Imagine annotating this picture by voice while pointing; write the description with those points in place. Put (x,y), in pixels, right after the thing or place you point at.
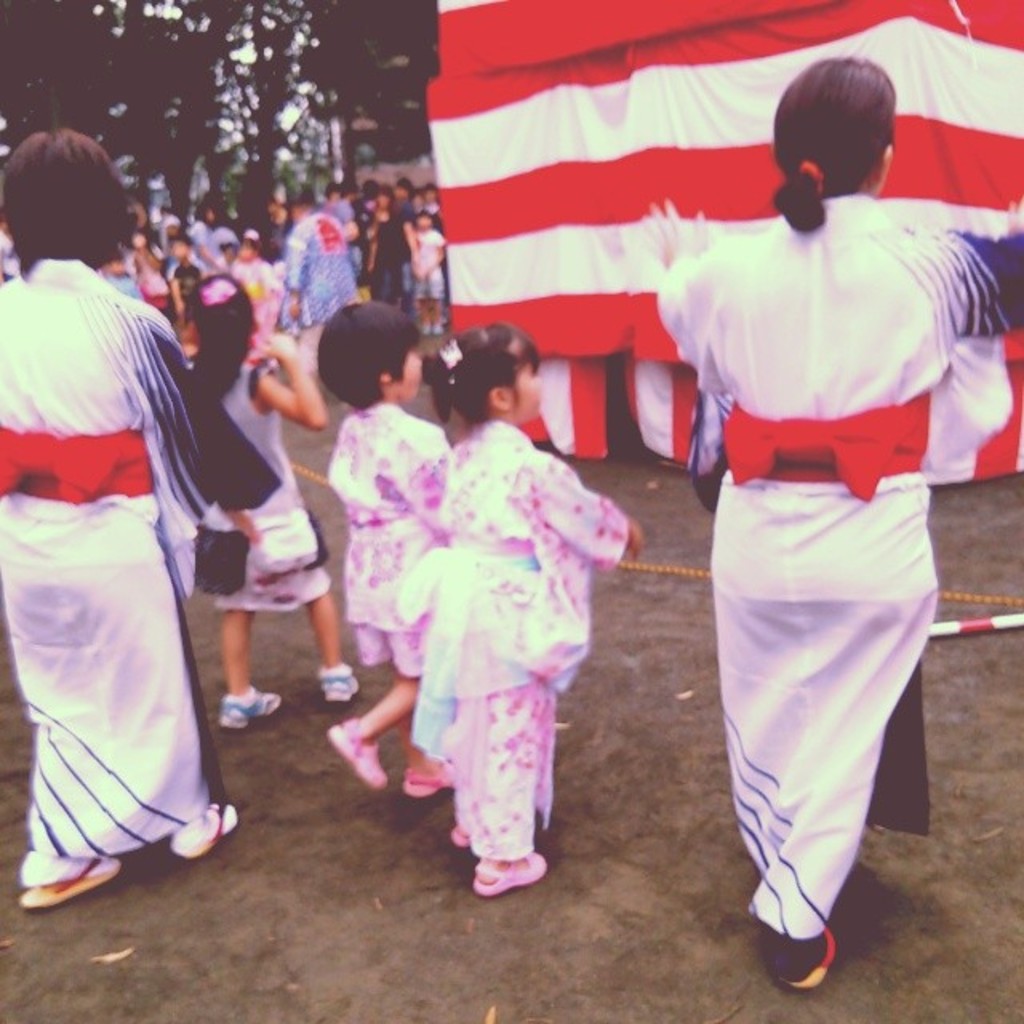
This picture describes about group of people (252,473), in the background (402,87) we can see tent (487,118) and few trees (324,74).
